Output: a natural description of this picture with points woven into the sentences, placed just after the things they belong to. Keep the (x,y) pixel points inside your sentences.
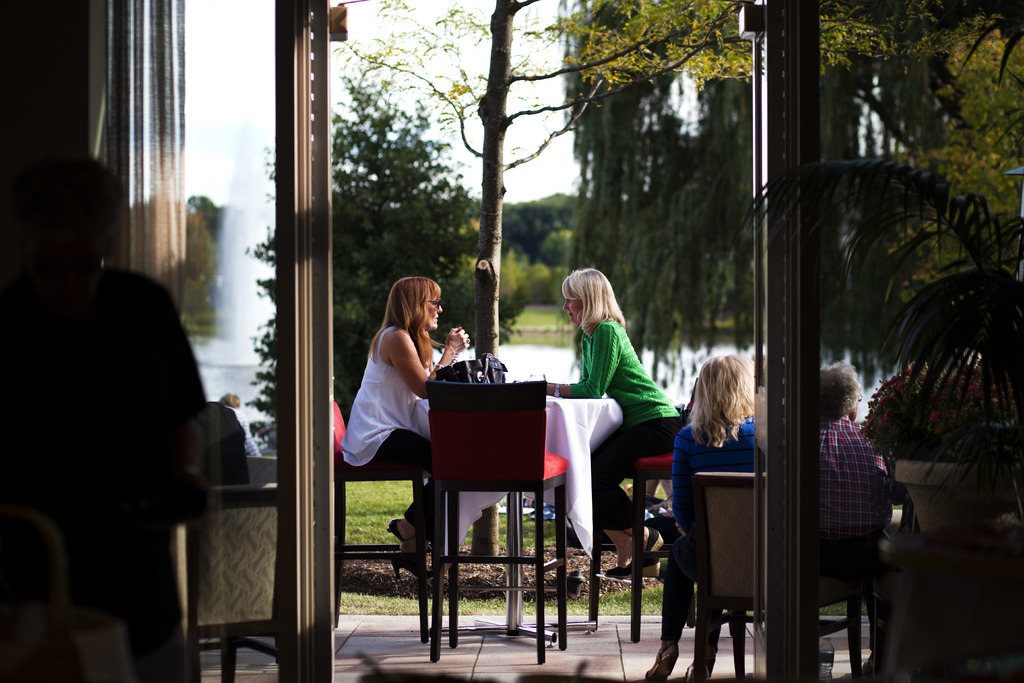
In this image I can see few people (882,521) are sitting on chairs (460,427). I can also see tables (578,435), a bag (448,368) and number of trees (353,225).
